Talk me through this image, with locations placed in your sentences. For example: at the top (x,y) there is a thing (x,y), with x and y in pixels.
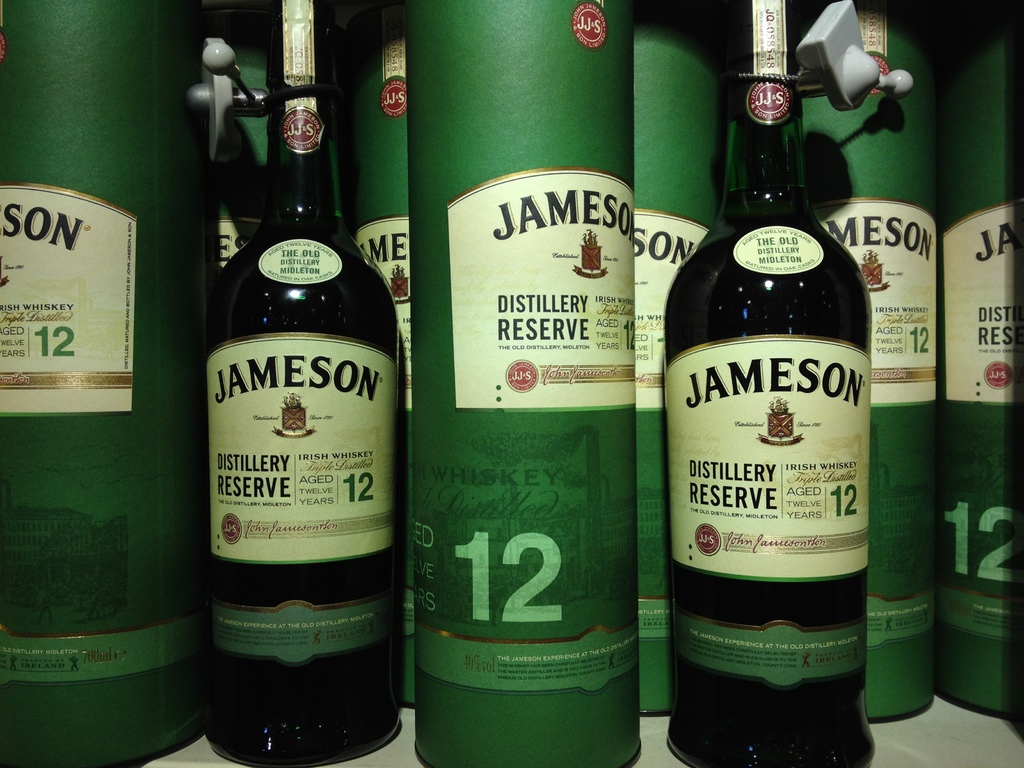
In this image I can see few whiskey bottles (865,411) and few boxes (522,254) in green color and few stickers (833,348) are attached it.
